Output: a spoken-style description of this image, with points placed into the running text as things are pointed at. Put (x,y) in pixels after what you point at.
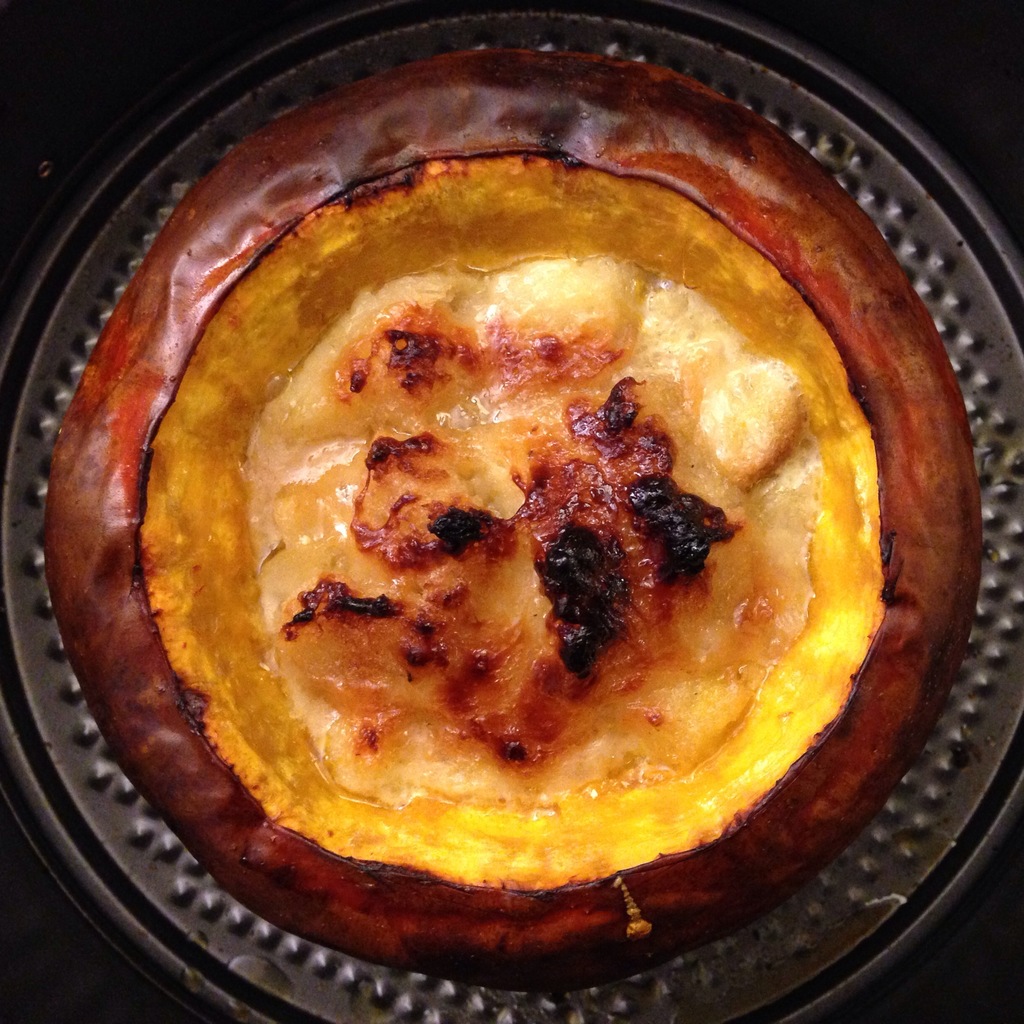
In this image I can see there is a bowl (652,121), on the bowl (359,147) there is some food item (615,677).
